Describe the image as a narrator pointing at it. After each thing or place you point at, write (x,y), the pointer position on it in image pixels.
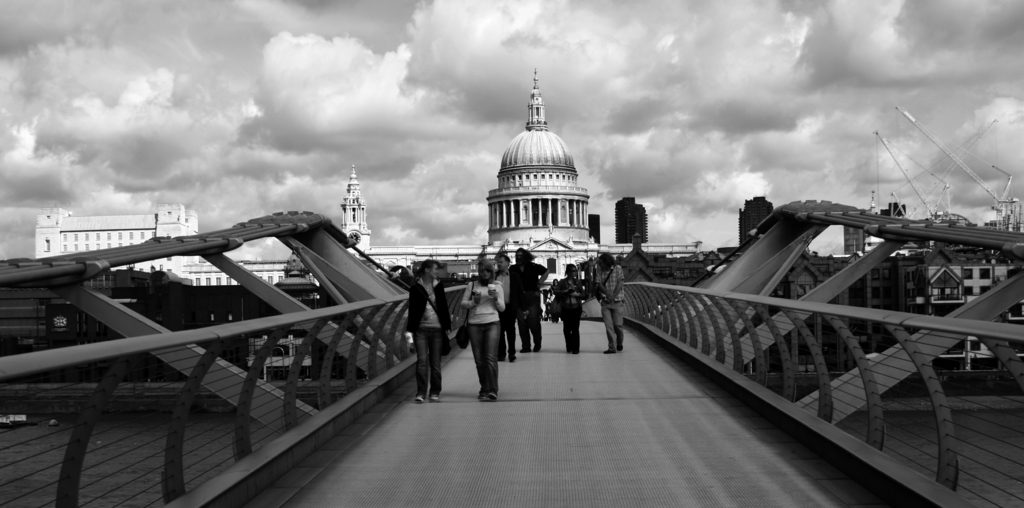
In this picture there is a bridge (600,347) in the center of the image (564,289) and there are people (620,316) on it, there are boundaries (682,349) on the right (975,376) and left side of the image (63,363) and here is a building (537,120) in the center of the image (547,239) and there are other buildings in the background area of the image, there are towers (1001,171) on the right side of the image (933,143).
